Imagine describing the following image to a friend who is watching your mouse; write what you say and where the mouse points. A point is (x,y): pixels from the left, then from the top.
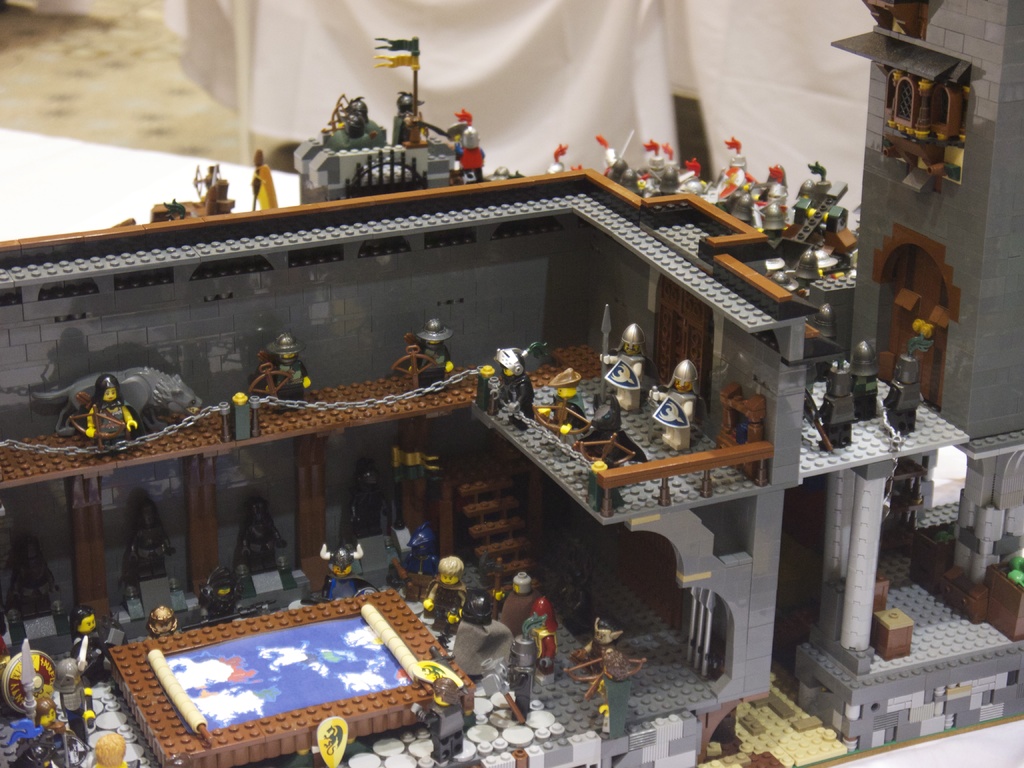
In this image it looks like a kingdom (470,494) which is made up of Lego toys (427,463). In this image we can see that there are soldiers (564,391), officers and some map plan (273,669) at the bottom (229,639). In the background (267,53) there is a white color cloth (289,20).
